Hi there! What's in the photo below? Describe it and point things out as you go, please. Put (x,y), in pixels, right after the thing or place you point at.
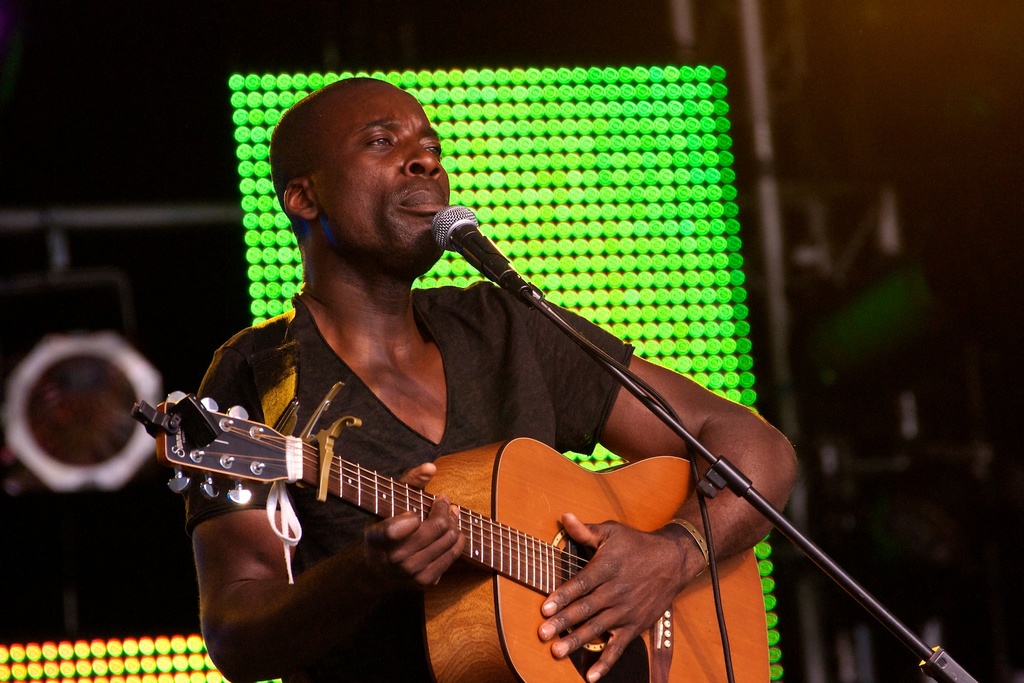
A man (473,353) with black t-shirt (513,374) is standing and he is playing guitar (468,531). In front of him there is a mic (462,236). At the back of him there is a green light (596,212).
